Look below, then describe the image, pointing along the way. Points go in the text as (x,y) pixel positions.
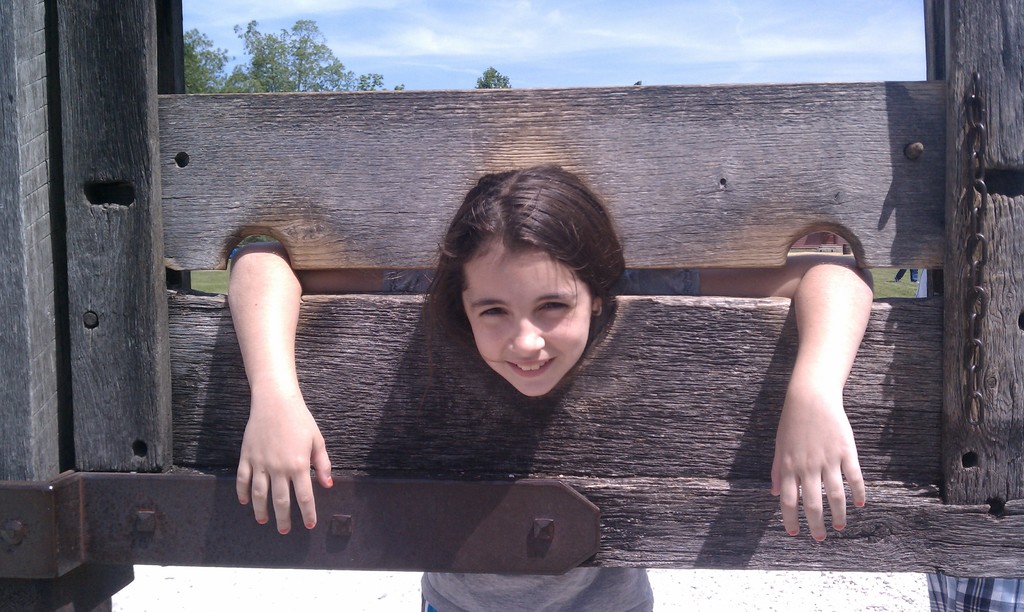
In this image in the center (438,394) there is one wooden board (501,405) and one girl (527,370) is putting her head (526,333) on the board (364,267), in the background (207,70) there are some trees (200,70) and sky (529,43).
